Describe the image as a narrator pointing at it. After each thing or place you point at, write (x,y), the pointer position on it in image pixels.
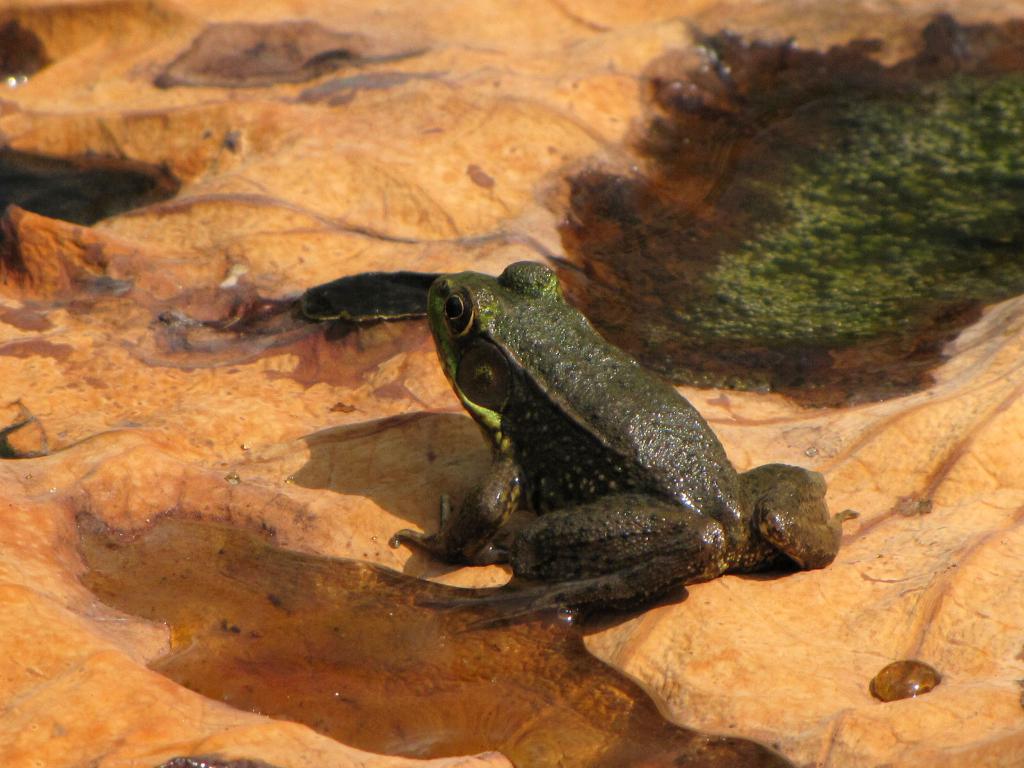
In this image I can see a frog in green color on some brown color surface (200,470).
